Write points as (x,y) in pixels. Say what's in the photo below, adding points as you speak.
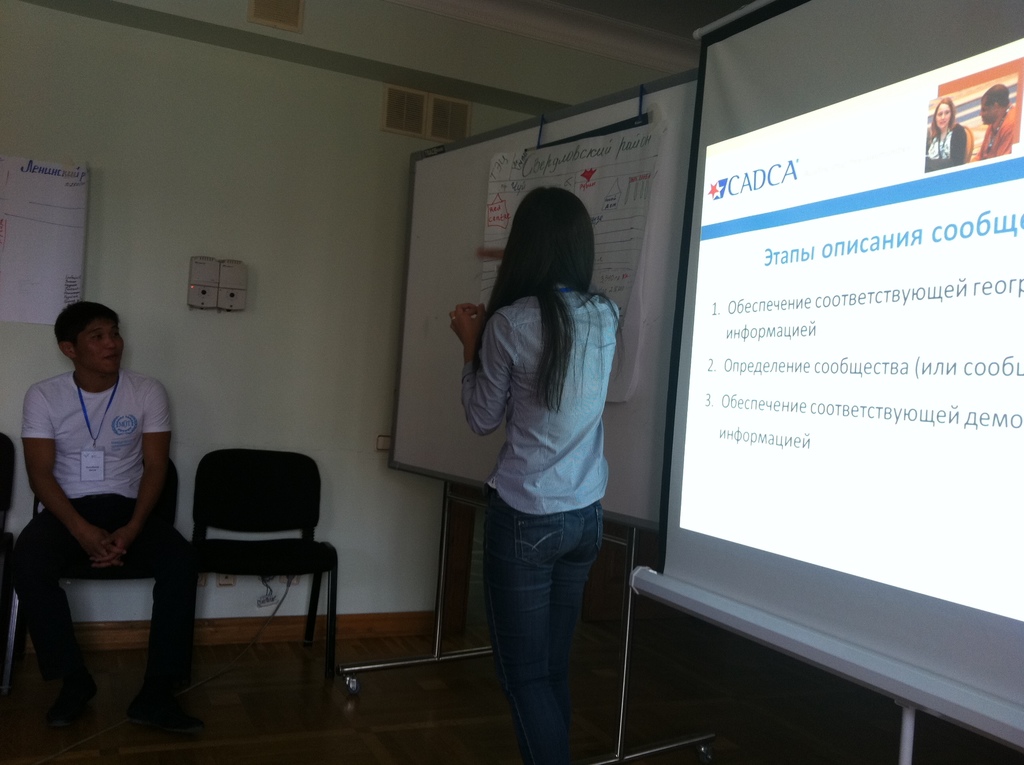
In this image In the middle (534,386) there is a woman (531,391) she wear trouser (561,586) and shirt (547,425). On the left (88,466) there is a man (124,499) he is sitting on the chair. In the background (807,503) there is a screen (799,368), white board (446,323) and wall (246,224).
